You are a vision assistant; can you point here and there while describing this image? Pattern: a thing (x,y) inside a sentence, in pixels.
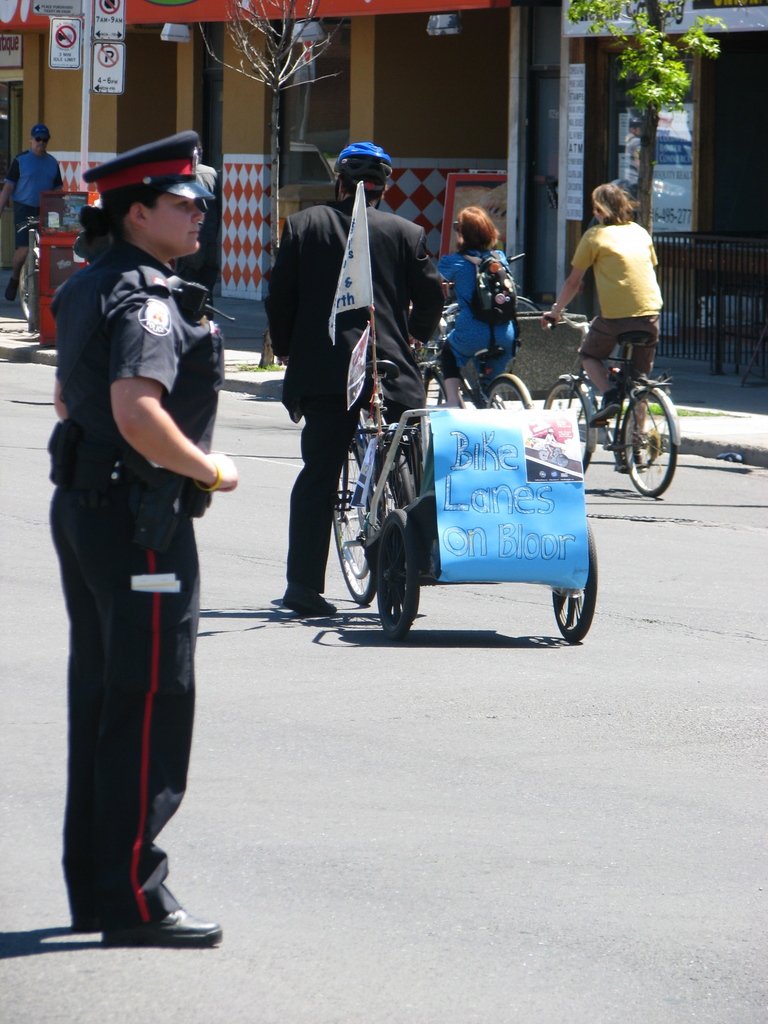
This image is clicked outside. There are so many people (60,340) in this image. There are some people (273,275) who are riding bicycle (415,428). There are trees (277,212) in the top (206,49). There are stores (322,180) in the top (266,202).
